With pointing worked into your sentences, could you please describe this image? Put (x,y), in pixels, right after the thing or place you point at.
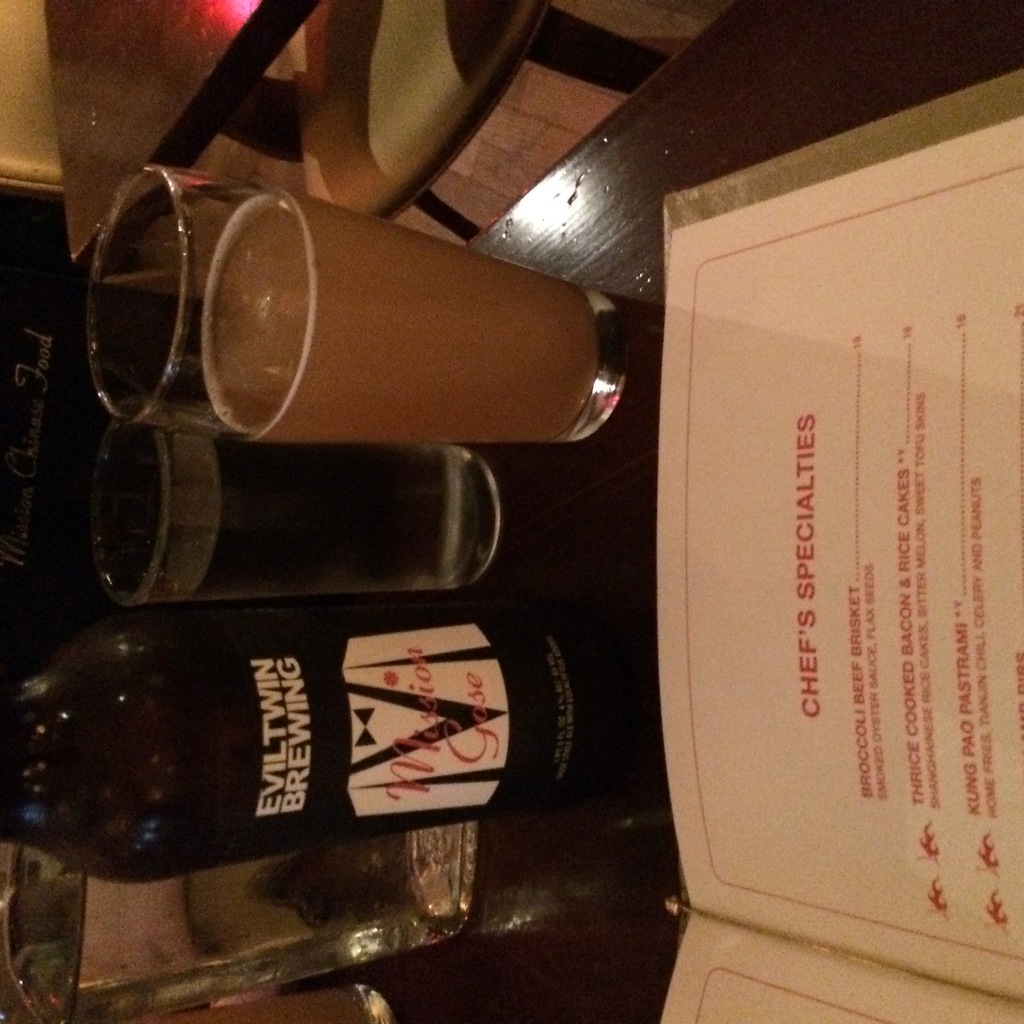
In this picture we can see a table (609,502), there are three glasses of drinks (313,466), two bottles (331,748) and a menu card (862,821) present on the table (591,507), we can see another table (149,47) at the top of the picture (272,58).
